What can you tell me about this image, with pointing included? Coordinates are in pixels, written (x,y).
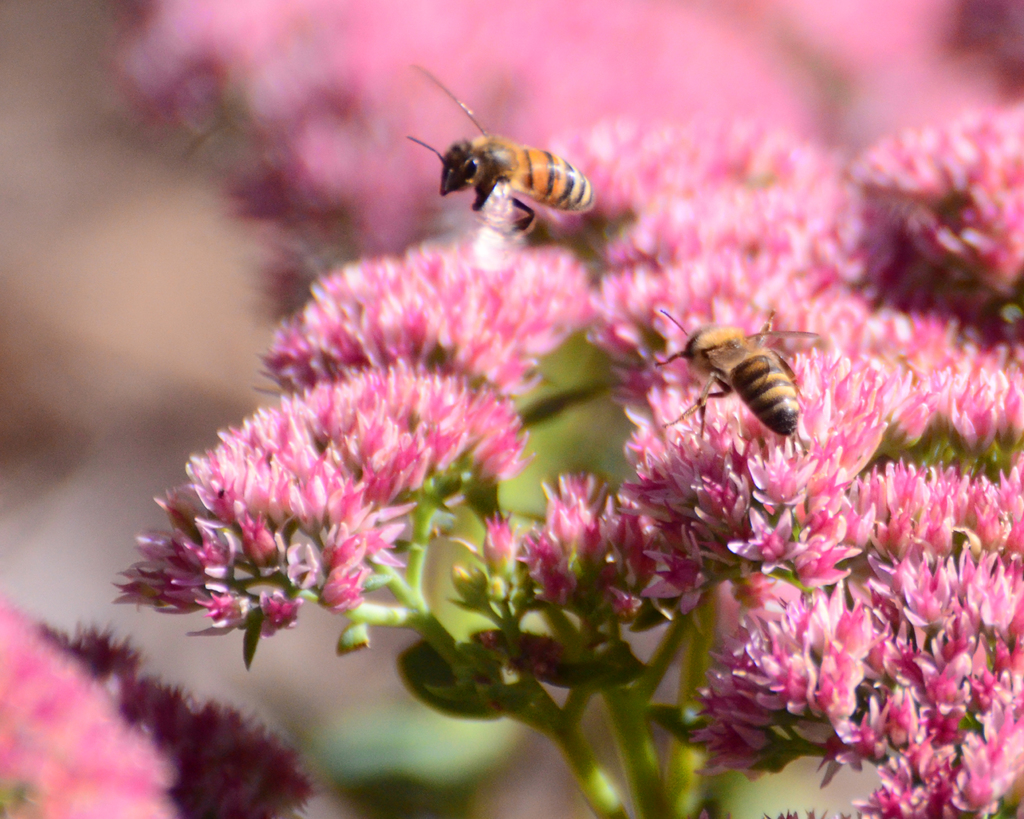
In this image we can see flowers (524,353) and there is an insect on the flower (780,476) and other insect (519,190) is in the air (447,215). In the background (365,237) the image is blur but we can see flowers (266,224).
